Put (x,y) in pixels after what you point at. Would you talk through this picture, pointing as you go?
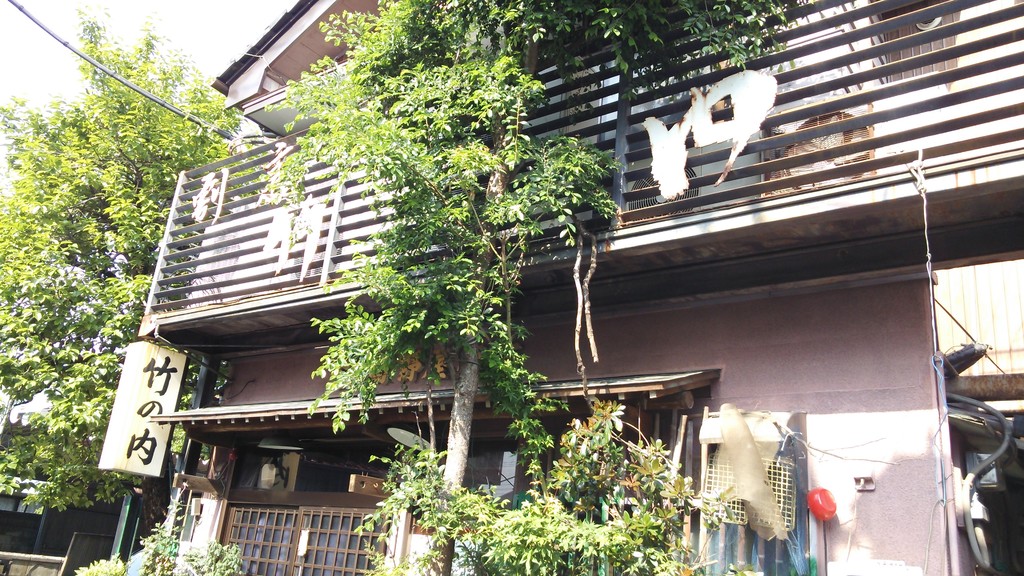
In this image I see the building (966,206) and I see something is written over here and I see number of trees (437,311) and I see it is white over here.
